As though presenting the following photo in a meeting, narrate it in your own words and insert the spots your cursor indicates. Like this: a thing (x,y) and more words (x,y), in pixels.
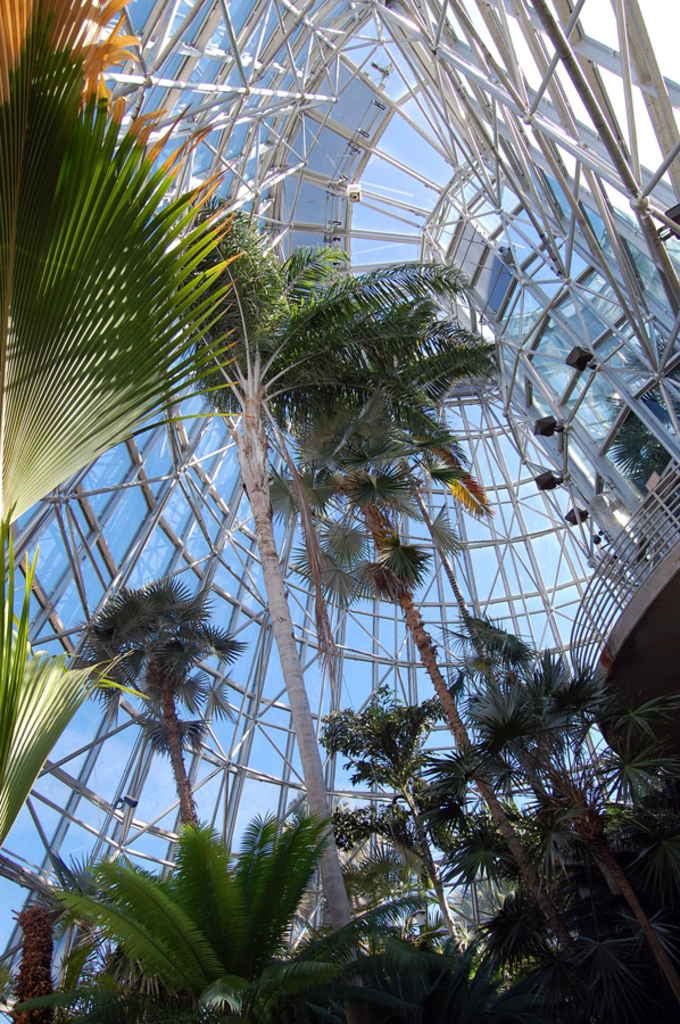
As we can see in the image there are trees (330,816), buildings (556,67) and on the top (382,188) there is sky (382,188).
